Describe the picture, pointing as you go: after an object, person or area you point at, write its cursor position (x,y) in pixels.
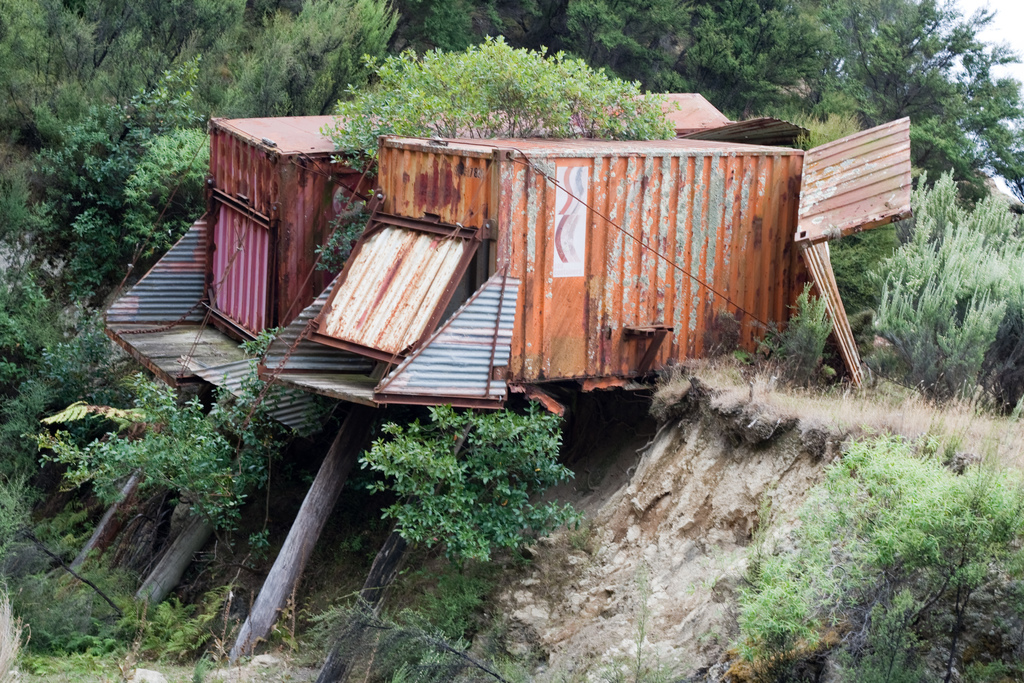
In this picture we can see sheds (513,246), plants (895,299), wooden poles (117,500) and trees (888,21). In the background of the image (1010,40) we can see the sky (1017,29).
